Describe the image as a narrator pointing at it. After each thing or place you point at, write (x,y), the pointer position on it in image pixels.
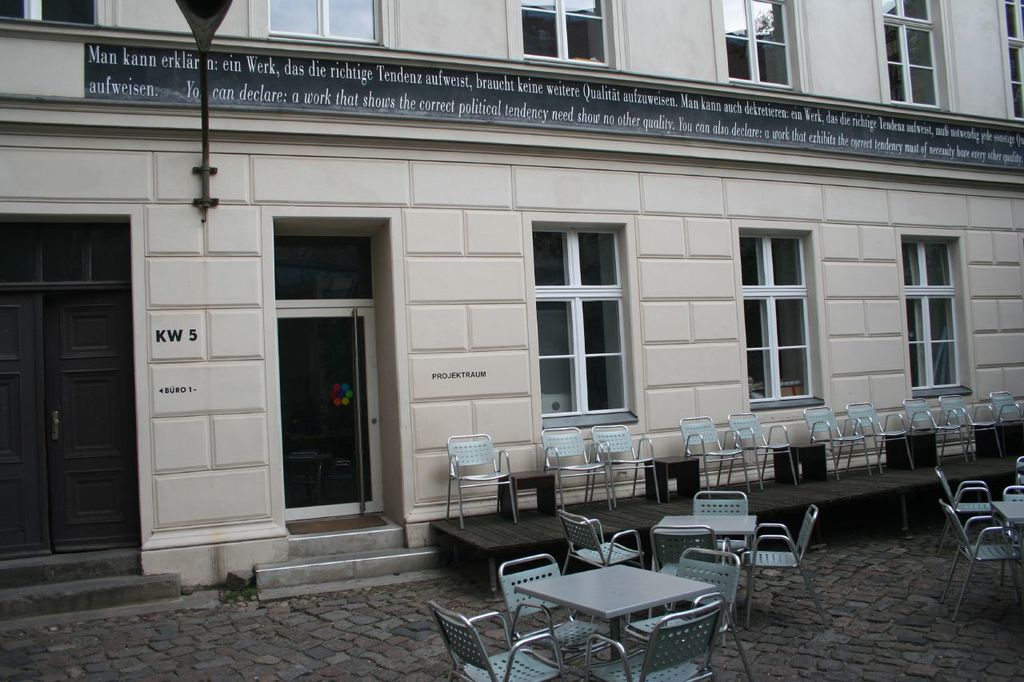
In this image, we can see chairs (600,454) and tables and there are stools (553,479) and a stage (532,531). In the background (583,237), there are windows (352,237) and a light (202,105) to the building (560,134).
